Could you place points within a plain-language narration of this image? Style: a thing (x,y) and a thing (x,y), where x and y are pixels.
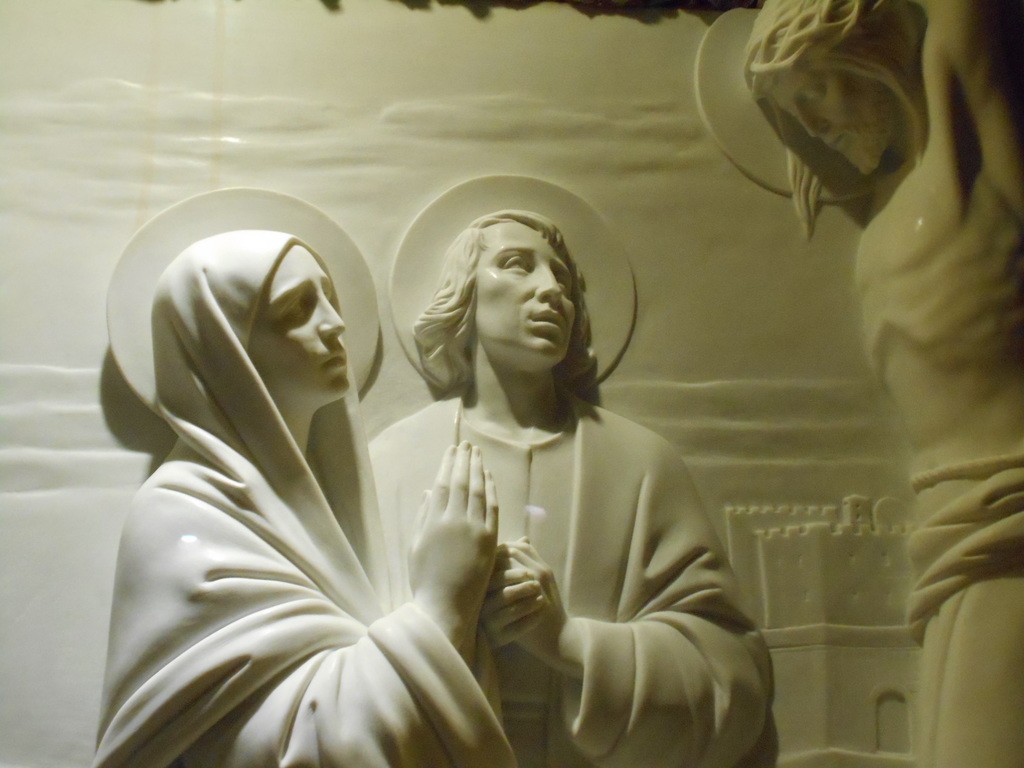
In the picture we can see a sculpture (745,721) on the wall (54,297) of a man (730,720) and a woman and Jesus (925,169) which is white in color.
